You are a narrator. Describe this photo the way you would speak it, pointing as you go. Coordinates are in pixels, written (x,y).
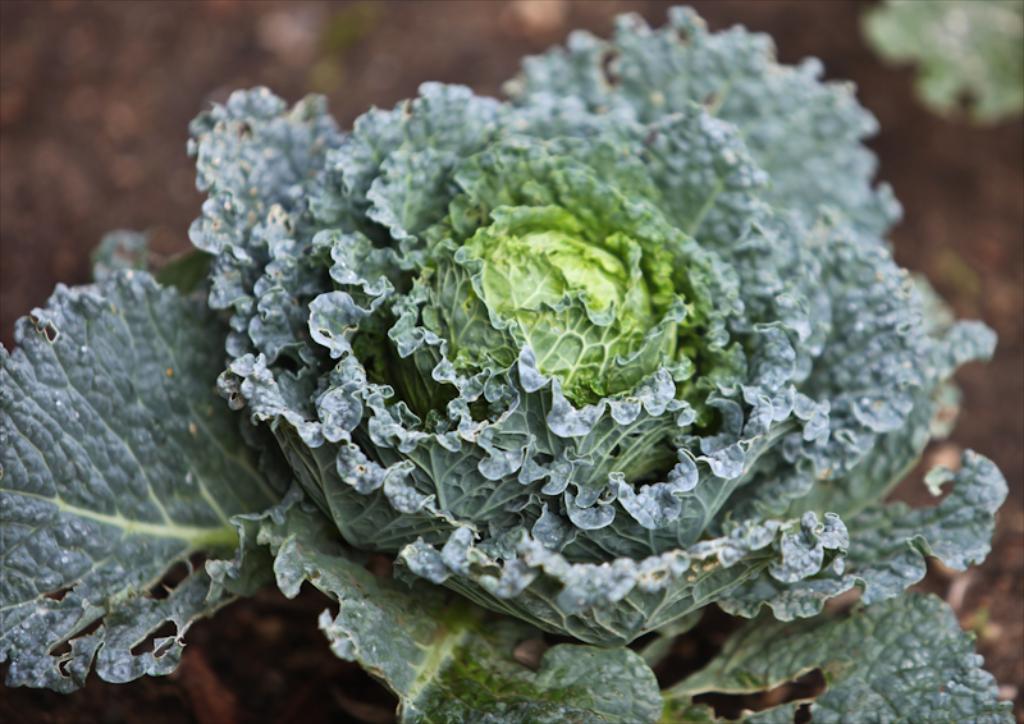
In this image we can see a vegetable (443,487).
